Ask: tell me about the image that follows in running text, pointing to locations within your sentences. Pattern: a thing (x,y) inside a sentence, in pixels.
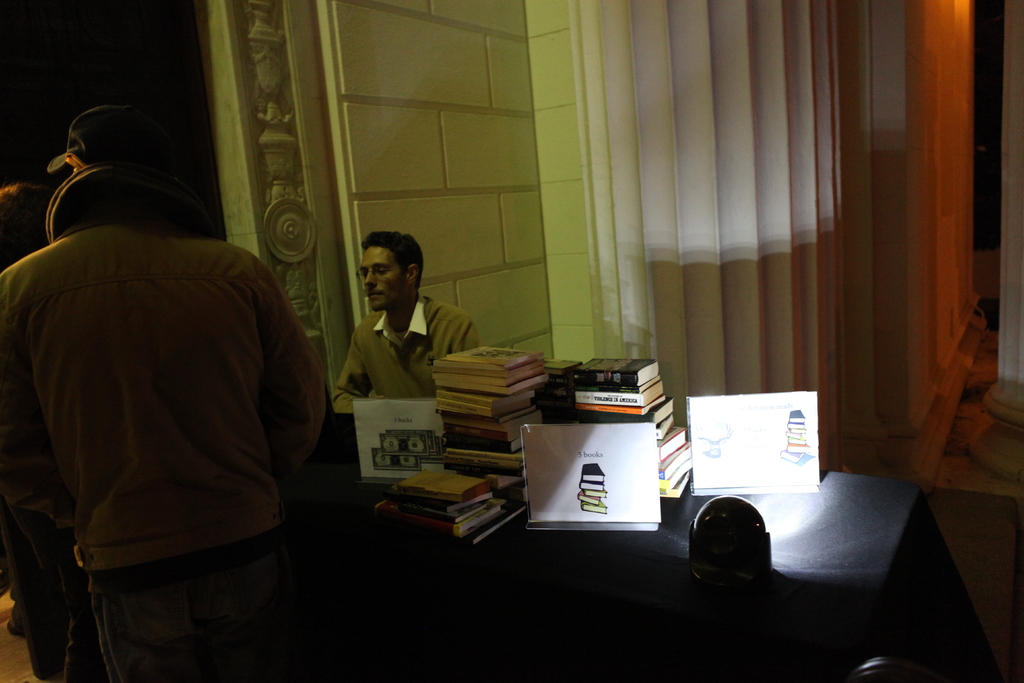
a person (165,537) is standing, in front of him there is table (634,544) on which there are books (488,457). behind that a person (428,354) is sitting.
